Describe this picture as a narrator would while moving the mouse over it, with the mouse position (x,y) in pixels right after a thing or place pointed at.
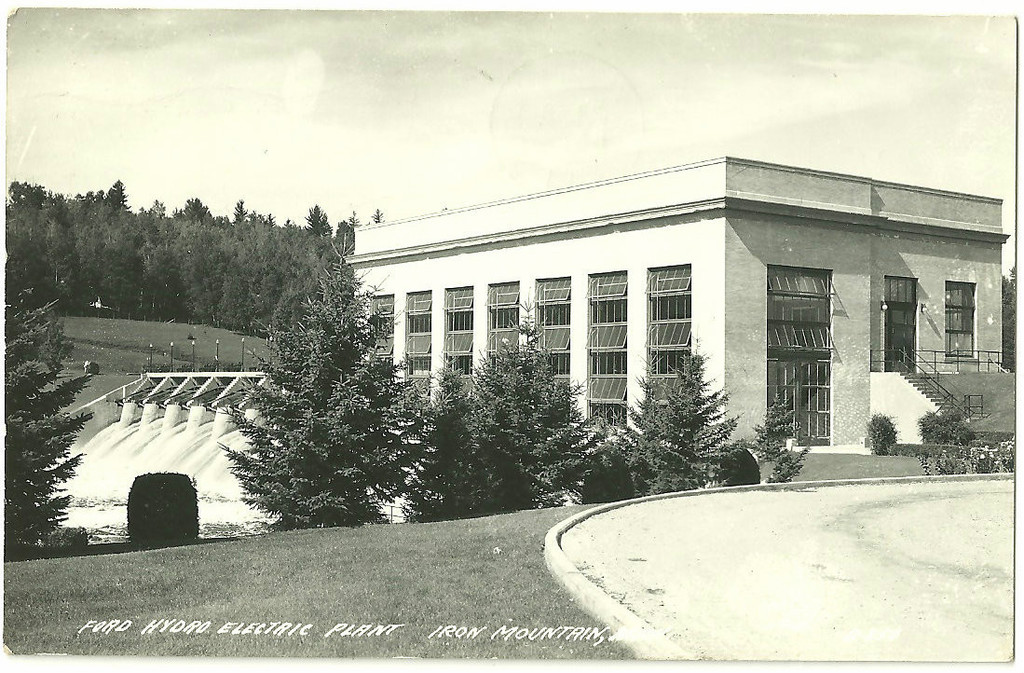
In this image we can see a building (693,323), here is the door (805,393), here is the window (658,362), here is the staircase (913,378), here are the trees (672,403), here is the grass (330,581), at above here is the sky (541,116).
